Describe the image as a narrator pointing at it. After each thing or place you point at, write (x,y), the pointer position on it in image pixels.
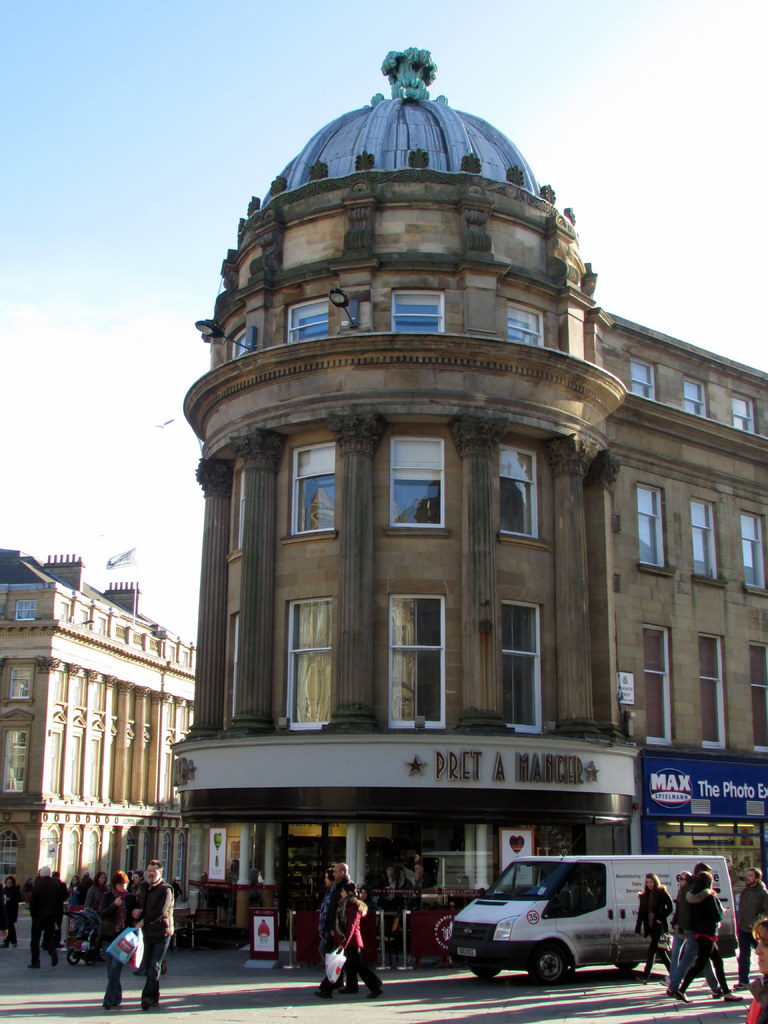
In this image we can see buildings (376,663), in front of the building (370,781) there is a vehicle (602,913) and a few people (74,886) walking on the road (390,989), there is a board (718,771) attached to the building (381,133) and sky (128,347) in the background (128,337).
